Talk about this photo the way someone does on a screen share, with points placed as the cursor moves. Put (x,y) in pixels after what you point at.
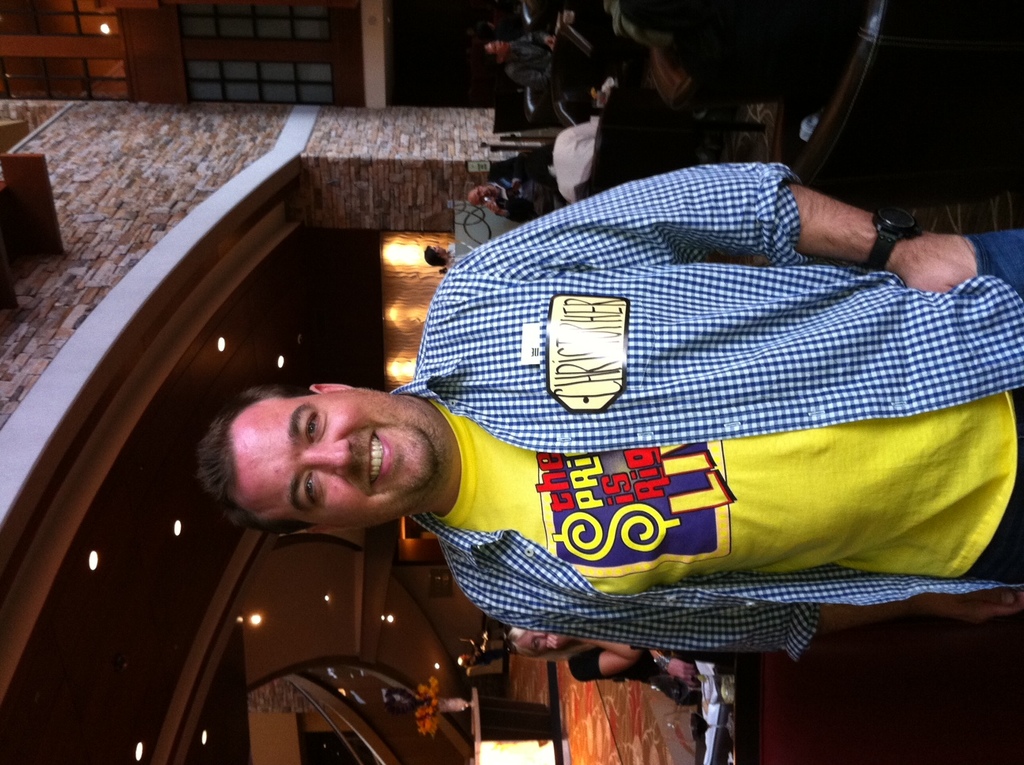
In this picture we can see a man (660,459) standing with a smile (378,440). He kept his hands (953,271) in his pockets (989,273) and wore wrist watch (877,244). He wore checkered blue shirt (727,348) and yellow T-shirt (791,475), back side of this man (581,605) there is a vase (447,706) with beautiful flowers (428,707). This wall (101,249) is built with bricks (381,150). Few people (531,186) sat on a chair (630,103). There is a table (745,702) back side of this man (737,638) and there is floor (620,719) with a carpet (637,721).
